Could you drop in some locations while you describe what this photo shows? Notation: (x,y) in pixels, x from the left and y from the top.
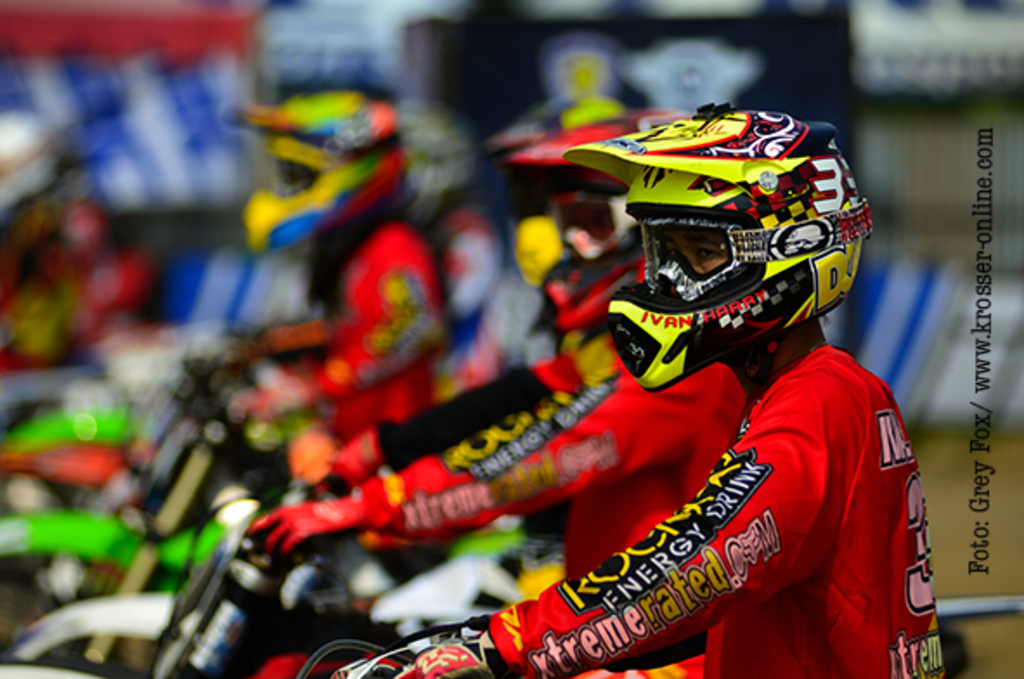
In the center of the image (652,352) there are persons (338,104) riding bike (212,405) wearing helmets (264,193).
